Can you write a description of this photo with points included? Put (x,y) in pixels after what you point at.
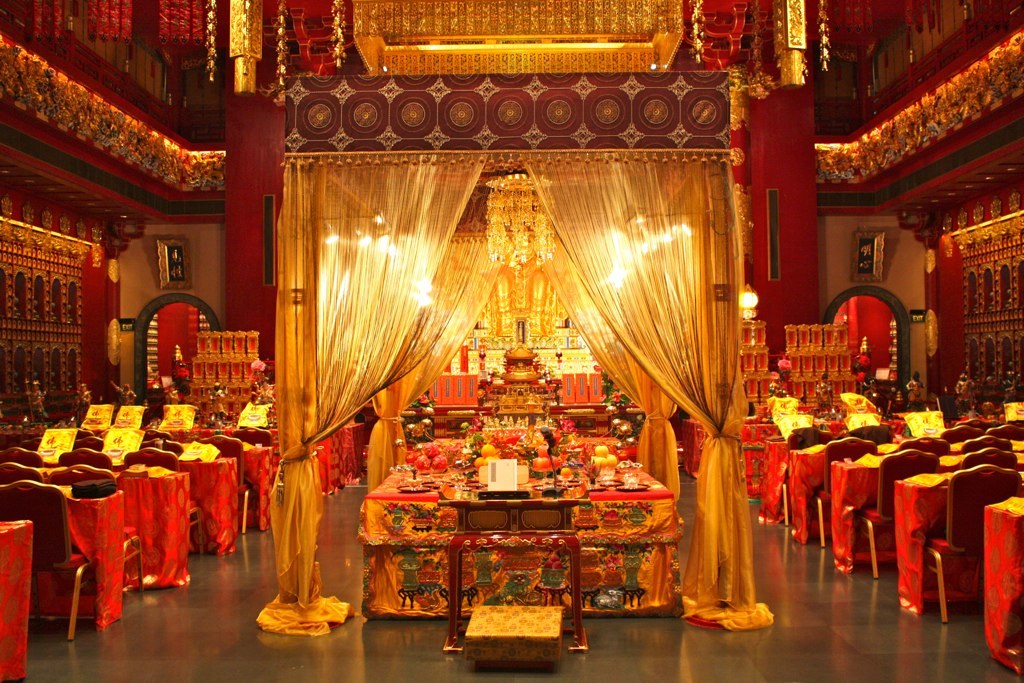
In this image we can see food items (484,447) on the table (560,442). There is a curtain (731,471) near the table (651,547). Beside the table (467,504), we can see a group of tables (229,477) and chairs (65,456). On the both sides of the image we can see the walls (996,261). In the background (205,222), we can see the wall (904,325), chandelier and glasses (222,379). At the top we can see the lights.
